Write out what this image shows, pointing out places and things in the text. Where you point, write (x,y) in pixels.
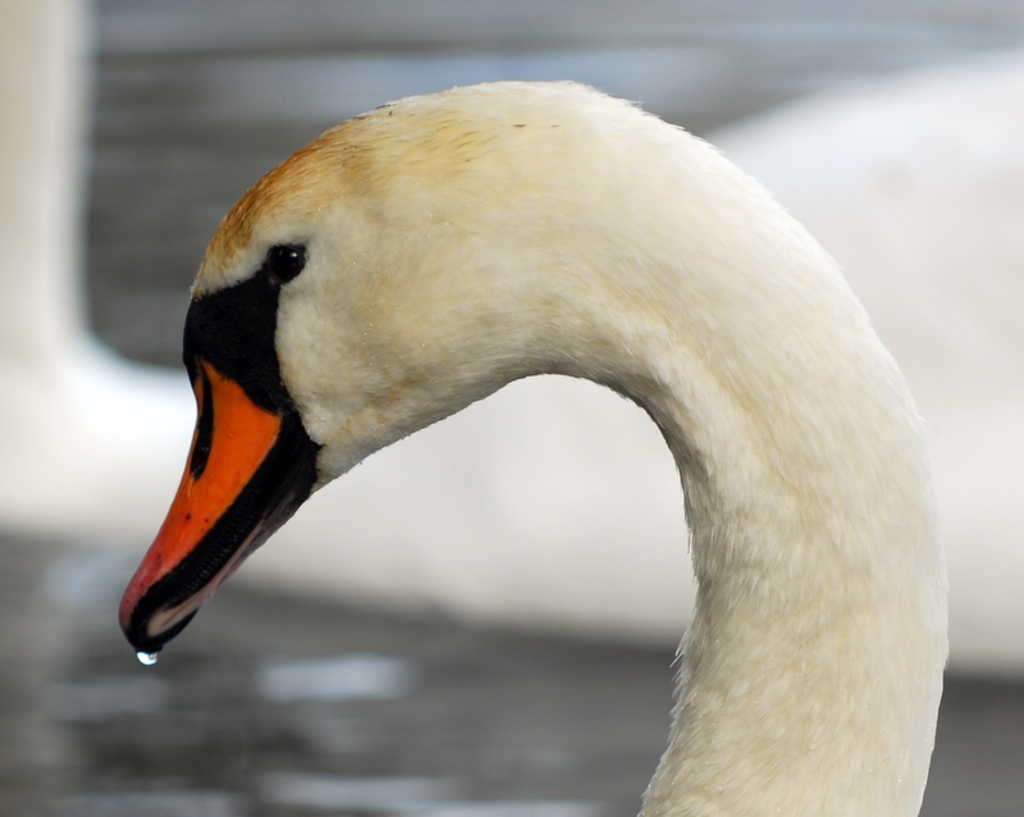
This image is taken outdoors. In the background (869,242) there is a swan (467,543) in the water (505,713). In the middle of the image (430,284) there is another swan (309,402) which is white in color. At the bottom of the image (238,746) there is a pond (219,688) with water (625,699).
